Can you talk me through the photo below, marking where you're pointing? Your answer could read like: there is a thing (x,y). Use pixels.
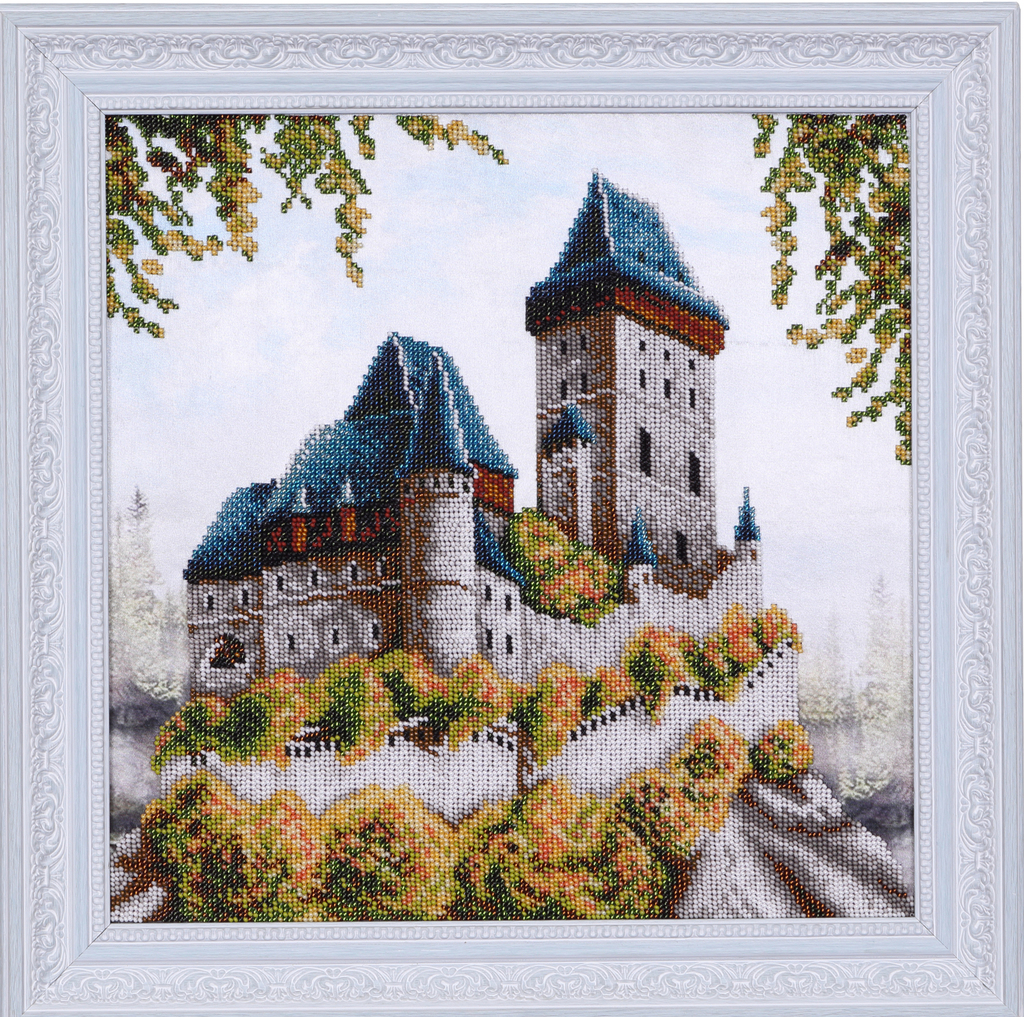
There is a frame (649,320) of a house (655,502) in the image.
